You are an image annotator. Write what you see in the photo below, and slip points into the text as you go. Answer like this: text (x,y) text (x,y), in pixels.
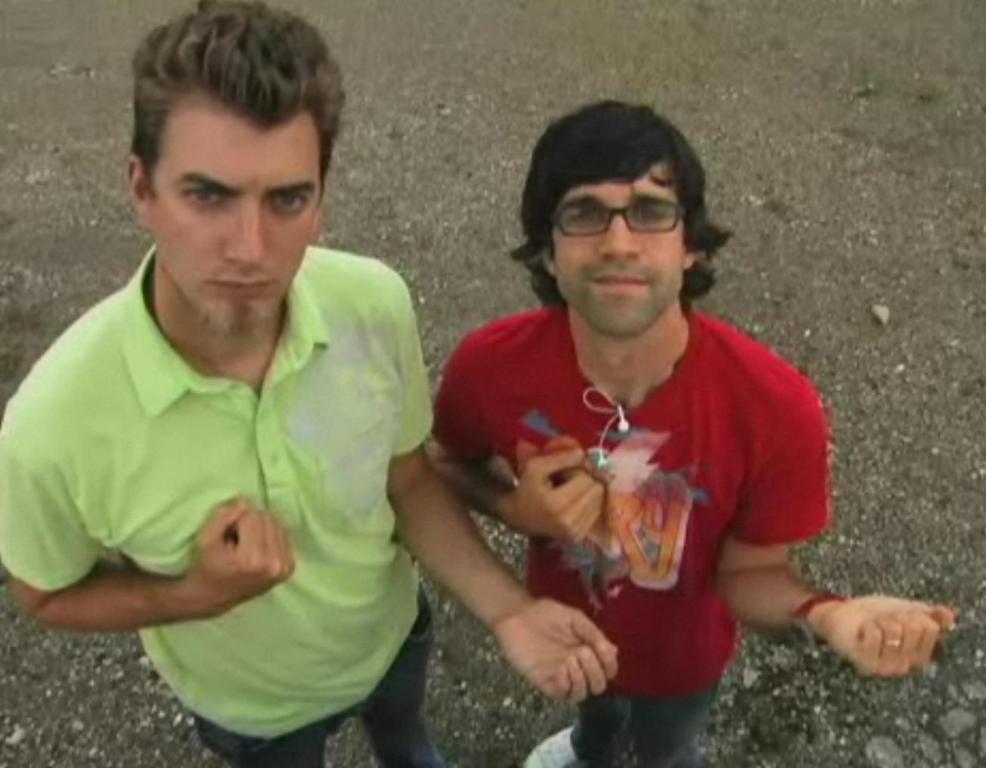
In this image we can see two men (674,562) standing on the ground (744,720).
